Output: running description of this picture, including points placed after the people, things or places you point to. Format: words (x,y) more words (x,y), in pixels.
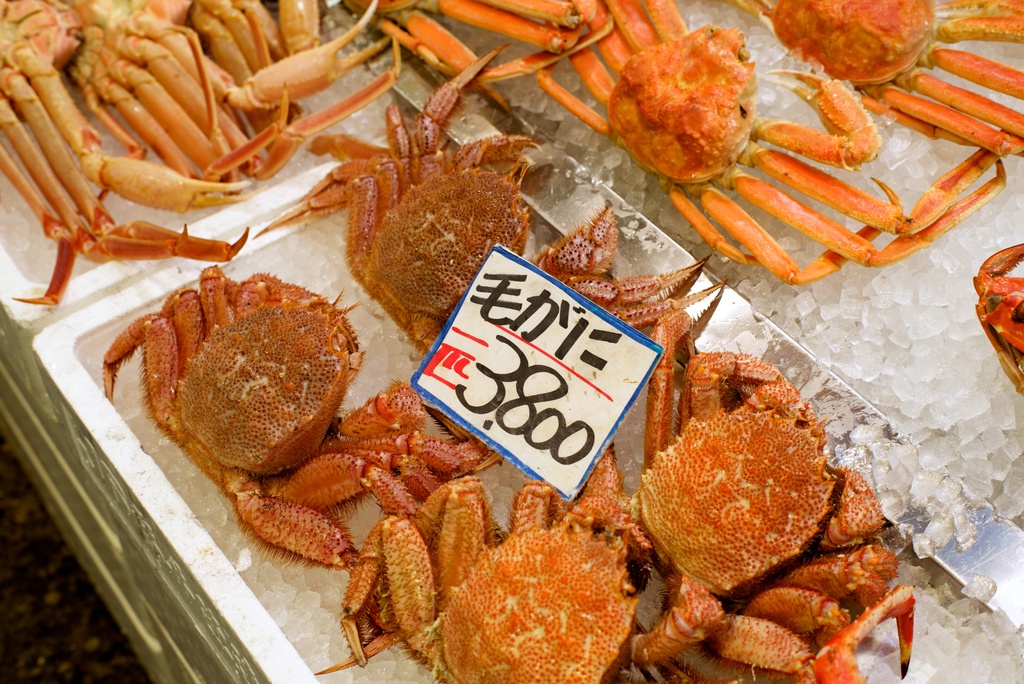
In this image we can see the crabs (556,529) in the ice boxes (839,360) and we can see the sticker (507,343) with text (571,345) and numbers (539,416).
